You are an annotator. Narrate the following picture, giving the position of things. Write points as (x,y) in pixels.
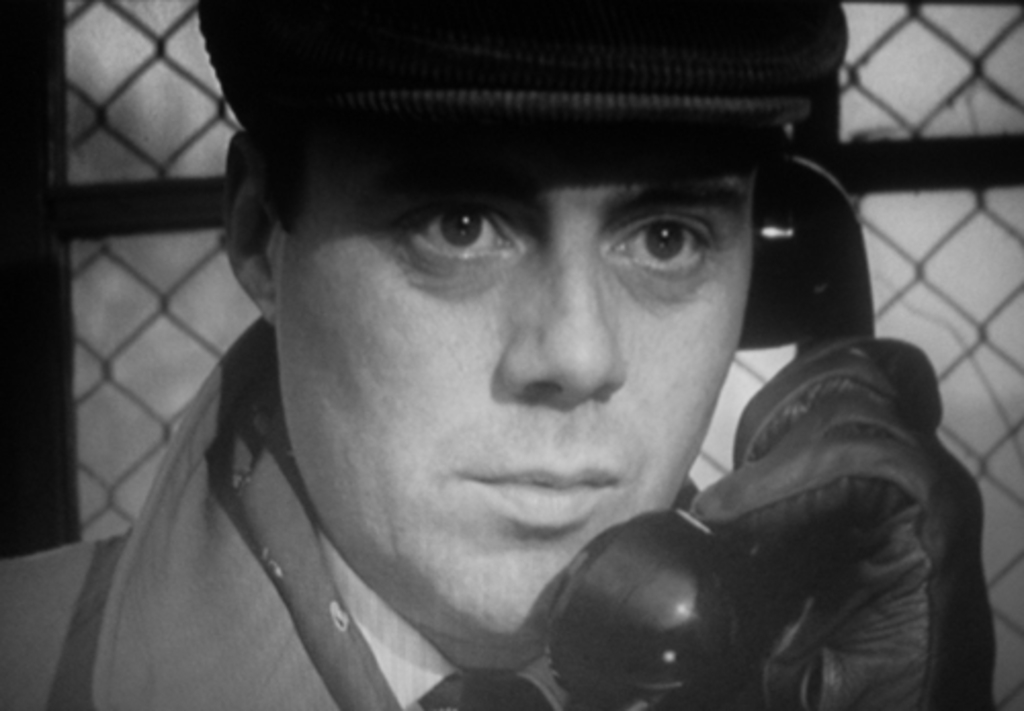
In the center of the image (520,340) a person (520,374) is there and wearing hat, glove (827,476) and holding a telephone (666,583). In the background of the image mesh (153,160) is there.
